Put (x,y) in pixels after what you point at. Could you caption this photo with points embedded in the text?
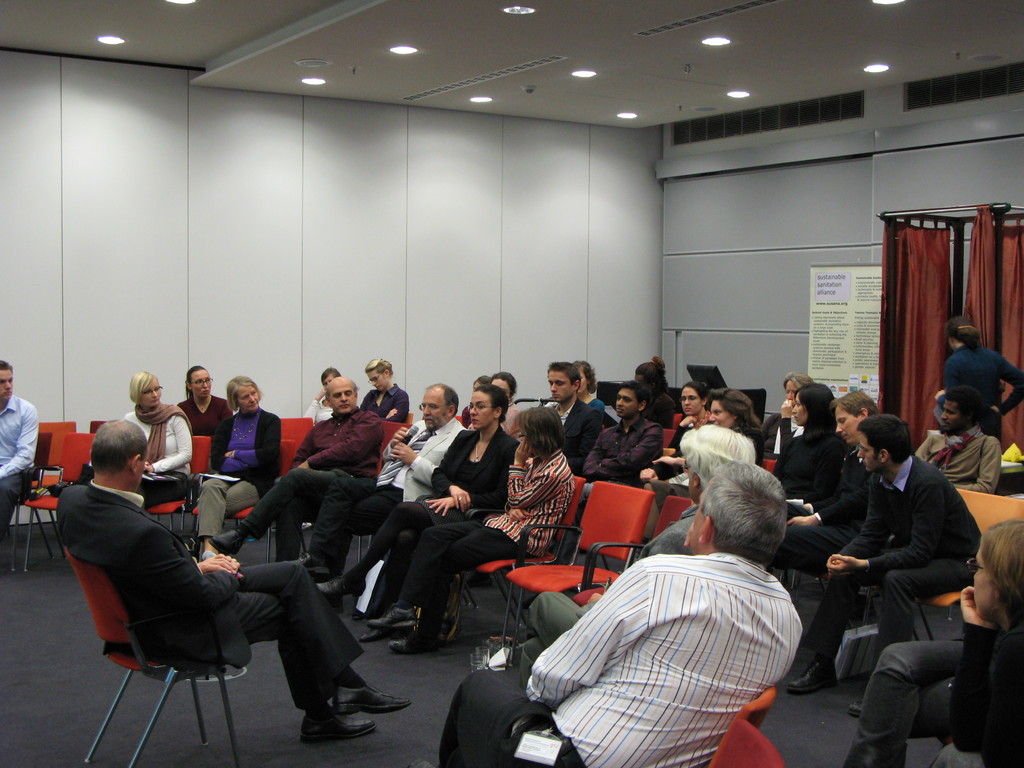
There is crowd of people (648,477) sitting on chairs (600,540). There is a old man (382,484) in the middle (423,443) wearing a white suit (445,433) with mic (406,435) talking. All are sitting in a room (964,80). The ceiling (566,52) has several lights (719,44) on it and it has AC vents (742,126) on right side of the wall (881,111). There is stand (889,235) with cloth (921,298) on the backside (921,289).
